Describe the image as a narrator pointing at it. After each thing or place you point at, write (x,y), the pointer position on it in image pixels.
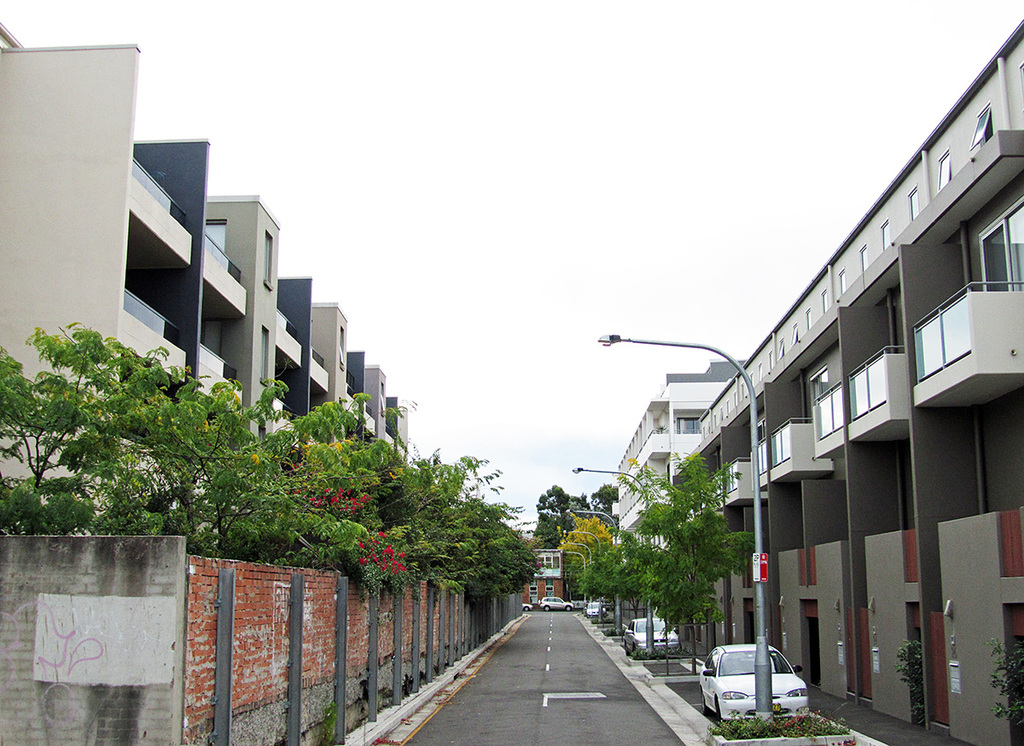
In this picture we can see the buildings (826,410), windows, balconies (669,438), poles (662,343), lights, trees (702,542), cars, road (553,715), wall (499,603). At the top of the image (537,124) we can see the sky (684,274). At the bottom of the image (634,719) we can see the plants (806,732) and road (611,703).
